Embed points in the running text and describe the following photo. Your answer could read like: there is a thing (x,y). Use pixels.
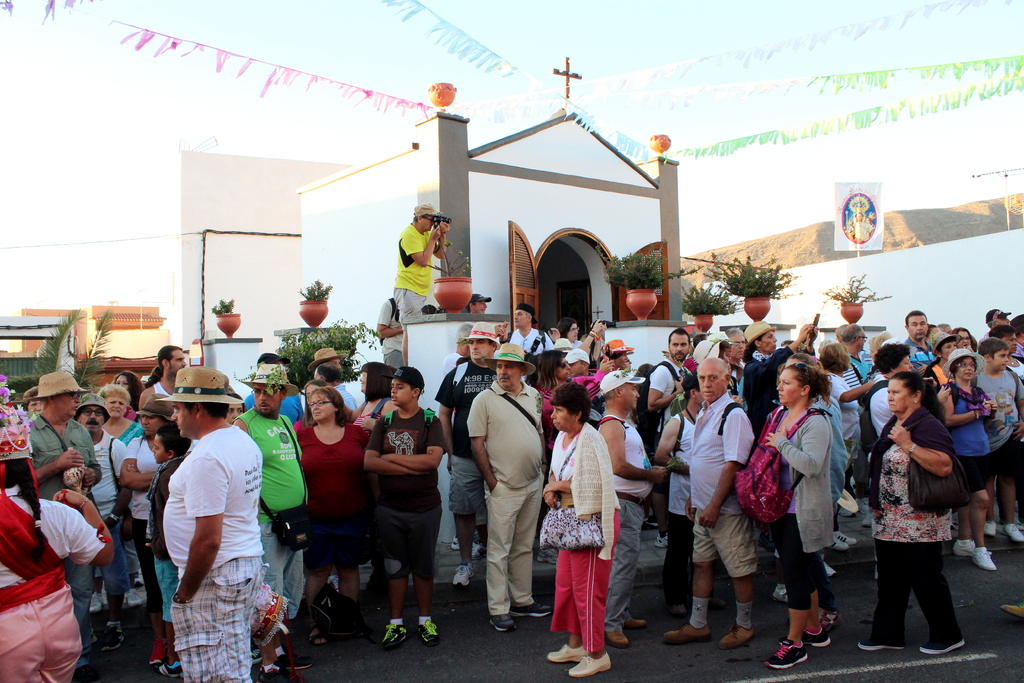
At the bottom of this image (56,482), there are persons (411,442) in different color dresses (500,414). Some of them are on the road (406,625). In the background (307,323), there are potted plants (698,302) on the pillars (294,334), there is a person (422,274) holding a camera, there are buildings (435,182), decorative papers (469,42) attached to the threads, a wall (847,272), a mountain (960,222), a tree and there are clouds (945,156) in the blue sky (115,36).
